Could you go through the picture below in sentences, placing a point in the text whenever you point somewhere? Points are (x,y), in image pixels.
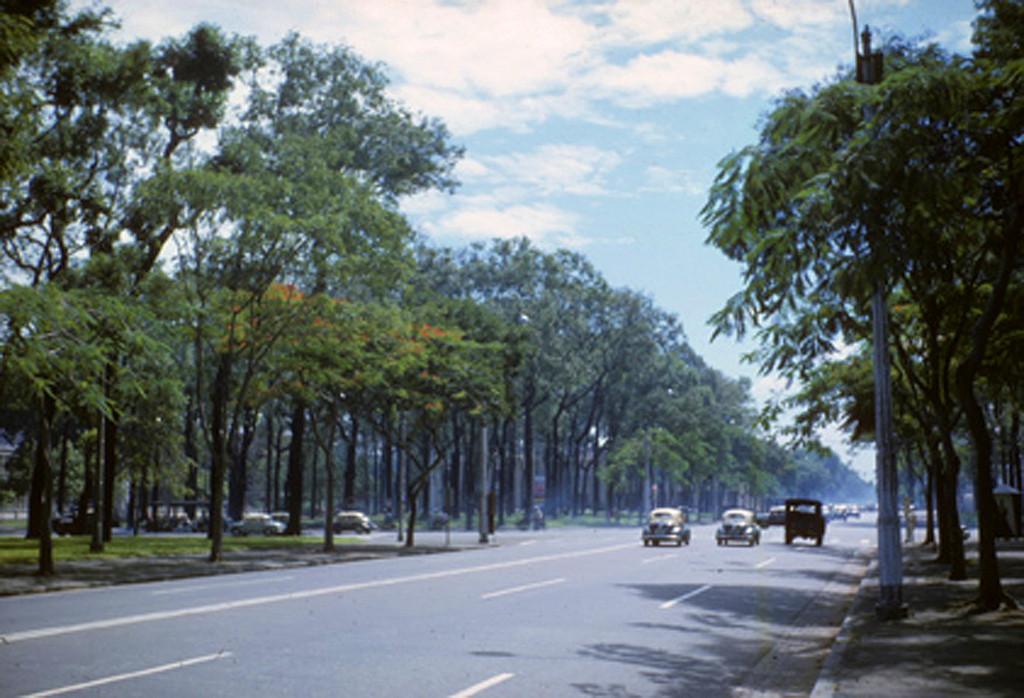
In this picture we can see some vehicles (656,521) on the roads (551,585). On the right side of the road (701,560), there is a pole (882,391). On the left (254,419) and right side of the image (977,355), there are trees (363,341). At the top of the image (529,57), there is the cloudy sky (559,105).
